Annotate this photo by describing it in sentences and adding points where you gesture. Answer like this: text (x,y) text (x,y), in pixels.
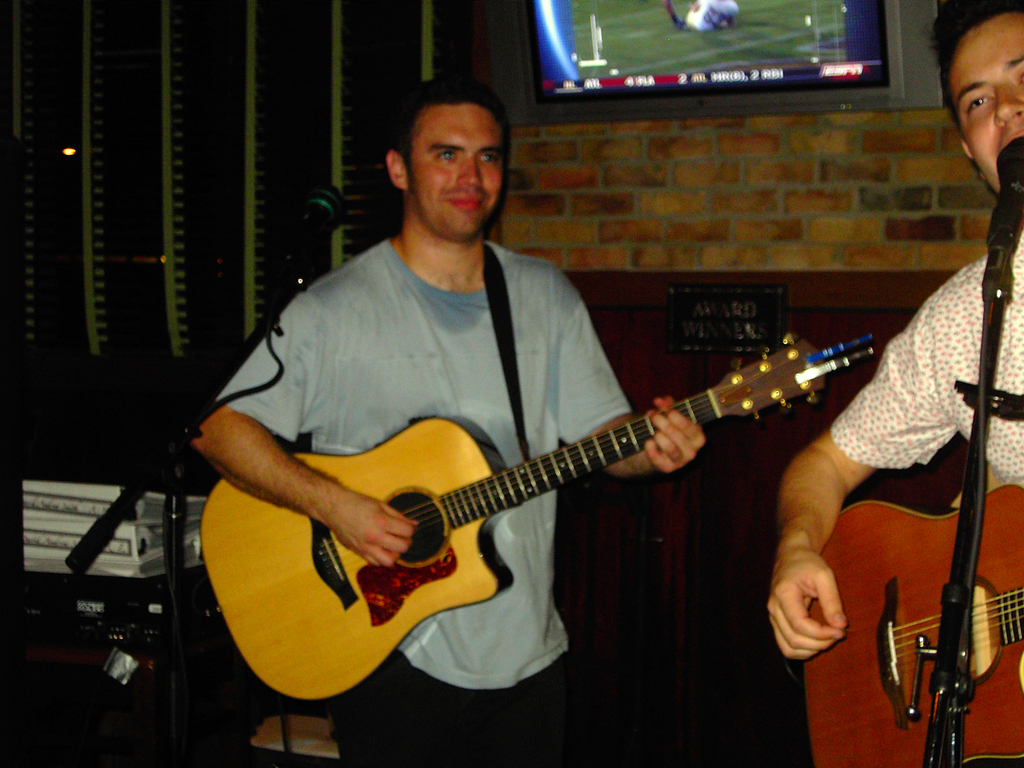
In this image there are two persons (944,350) performing. At the right side (1010,357) the man (1017,388) is holding a guitar (997,601) in his hand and is singing in front of the mic (1004,194). In the center (409,416) the man (350,435) is holding a guitar (425,487) in his hand (388,506) and is having smile (462,203) on his face (474,213). In the background (654,166) there is a TV (712,70) running and a wall (783,180).
